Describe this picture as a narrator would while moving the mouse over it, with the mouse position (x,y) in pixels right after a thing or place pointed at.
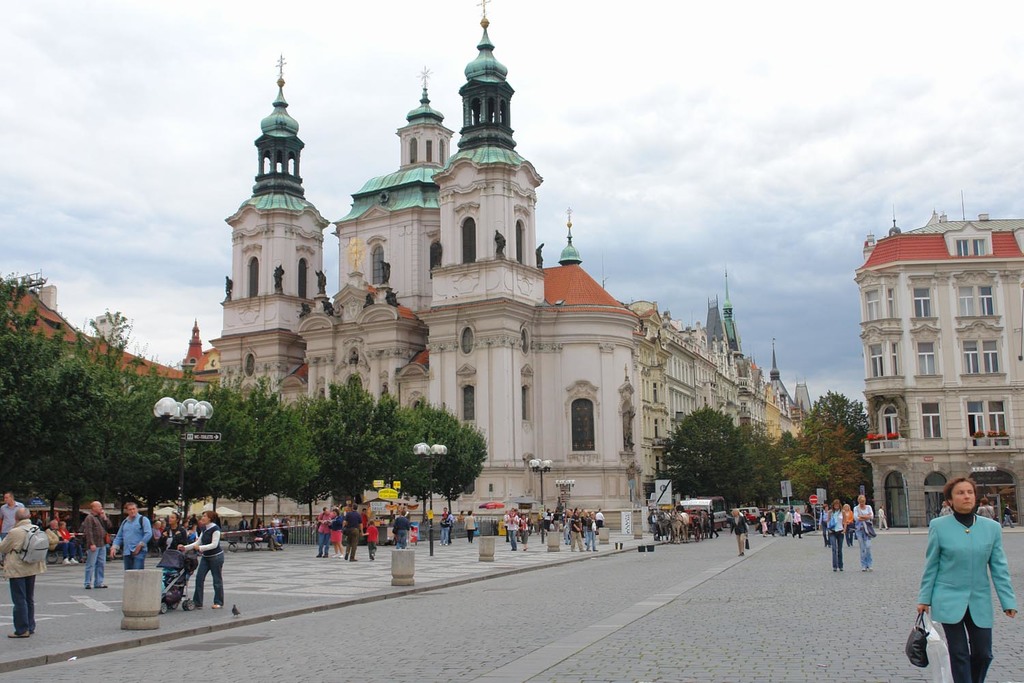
In this image a woman (964,564) wearing a blue shirt (933,559) is holding a bag (923,634). She is walking on the road (807,583). Few persons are walking on the road (685,567). Few persons (127,535) are walking on the pavement (86,611) having few street lights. A woman (212,536) holding a baby trolley (189,567) and walking on the pavement (218,613). Left side (17,539) there is a person (16,565) carrying a bag (25,550) and standing on the pavement (29,643). Few persons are sitting on the bench (253,545). Behind there are few trees (189,454). Background (1012,444) there are few buildings (804,384). Top of image (716,106) there is sky (810,227).
